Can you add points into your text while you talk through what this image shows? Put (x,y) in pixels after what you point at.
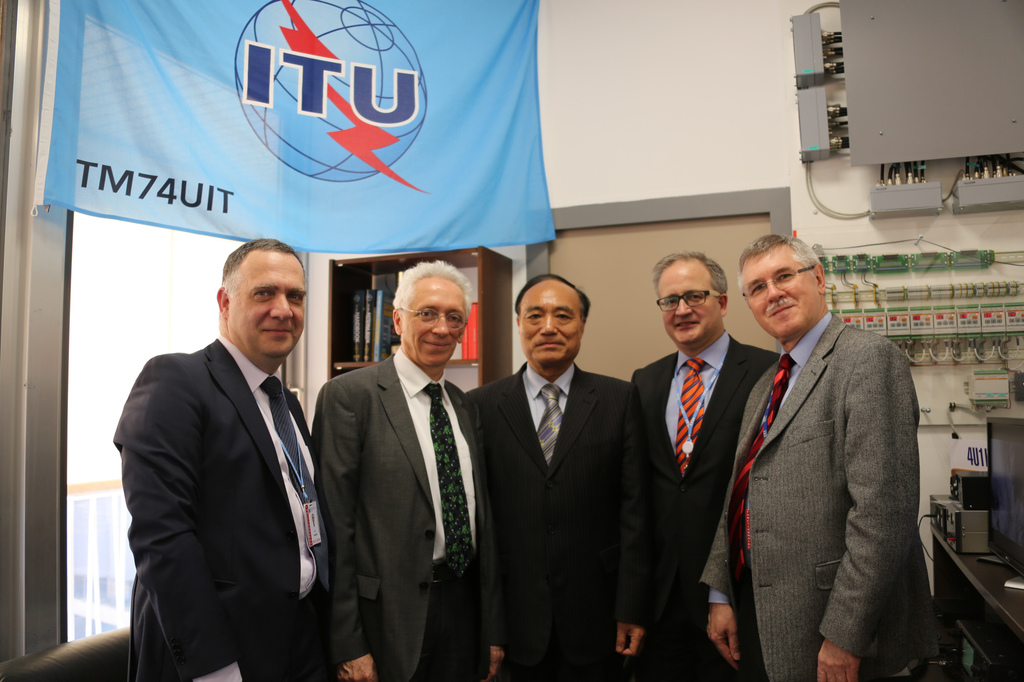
In the picture we can see a five men (432,388) are standing and they are wearing a blazer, ties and shirts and in the background (578,250), we can see a wall (901,302) with a door (612,283) and some table (1007,576) with some things (1002,539) on it and on the wall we can see a banner (432,229) which is blue in color with some symbol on it.
